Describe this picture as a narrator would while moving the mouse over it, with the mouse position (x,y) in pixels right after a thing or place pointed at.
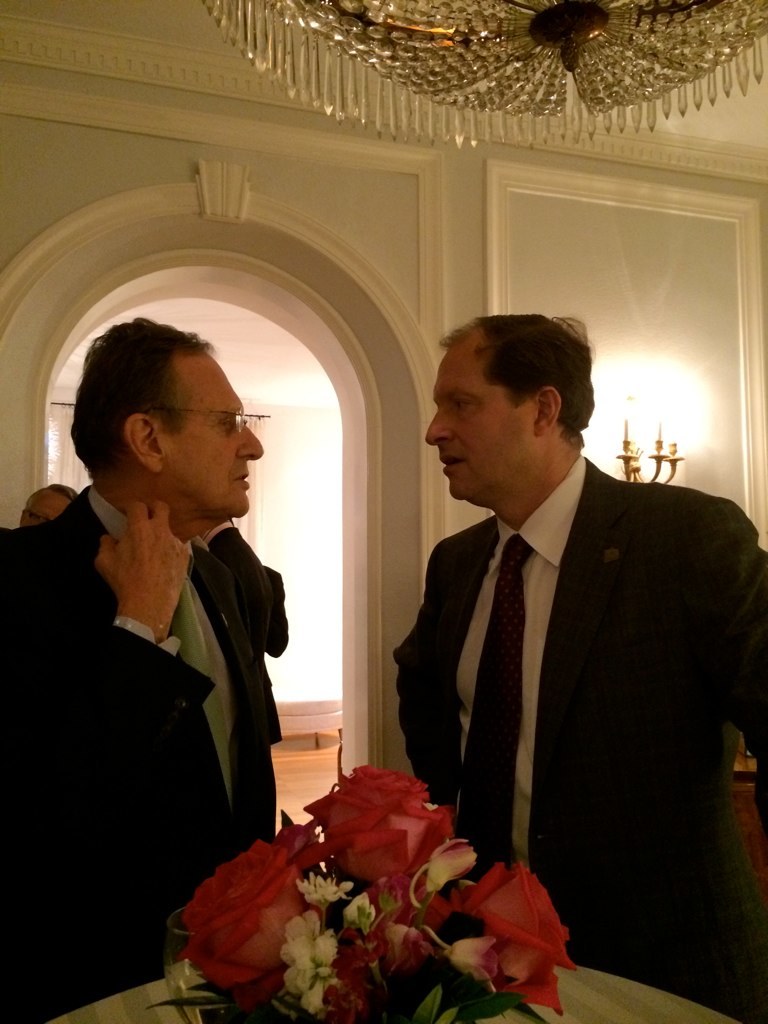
In this image, we can see two persons (405,661) wearing clothes (123,727) and looking at each other. There are flowers (430,886) at the bottom of the image (316,952). There is a light (632,416) on the right side of the image (667,407). There is a chandelier (468,109) in the top right of the image (543,38).
